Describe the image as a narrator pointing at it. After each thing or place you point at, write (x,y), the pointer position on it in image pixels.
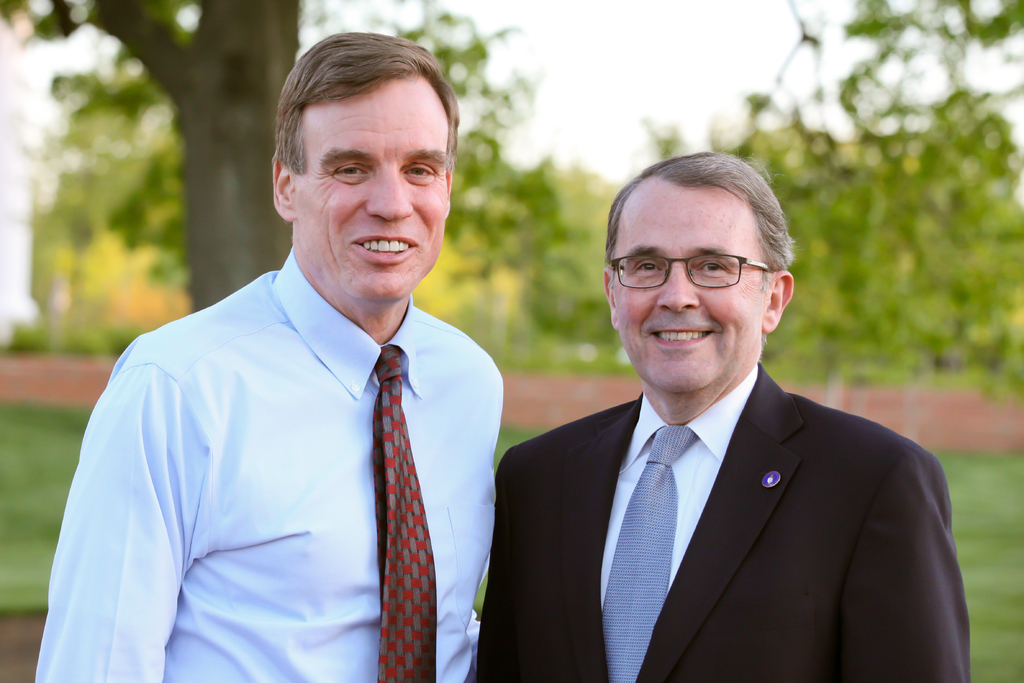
In this image we can see two men (451,463) and in the background (862,285) there are few trees (840,254) and the sky (662,68).
